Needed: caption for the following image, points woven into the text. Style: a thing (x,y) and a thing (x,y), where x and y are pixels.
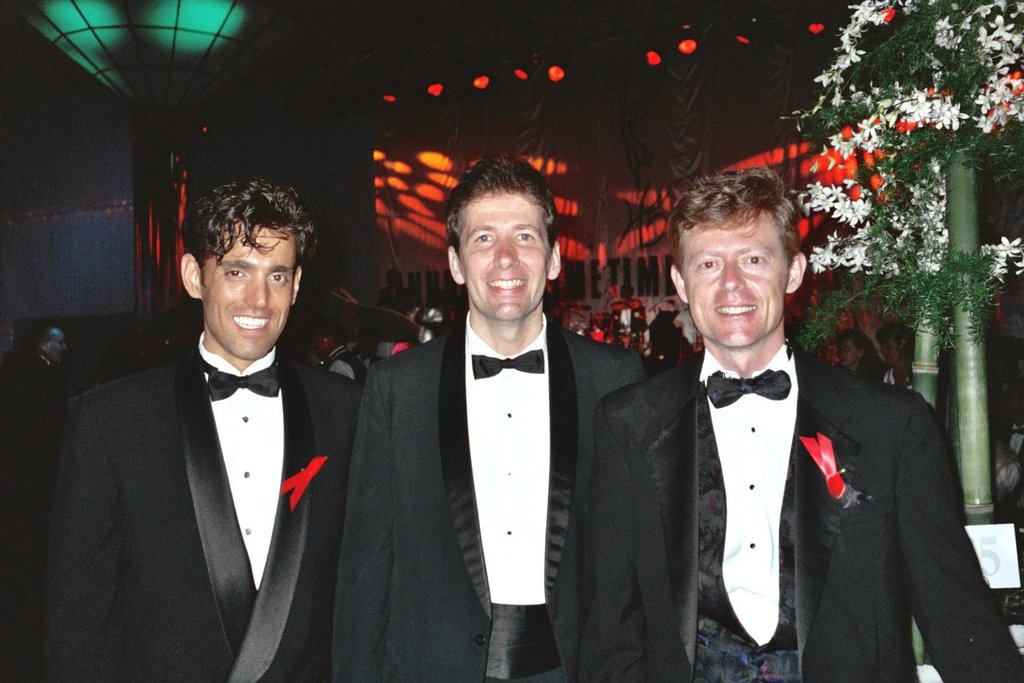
In the picture we can see three men (963,615) are standing and smiling, they are in black blazers (310,412), ties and shirts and behind them, we can see a pole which is decorated with flowers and beside it, we can see some people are standing and to the ceiling (286,48) we can see a light focus (433,167) which is red in color and some part light focus (167,32) in green in color.
